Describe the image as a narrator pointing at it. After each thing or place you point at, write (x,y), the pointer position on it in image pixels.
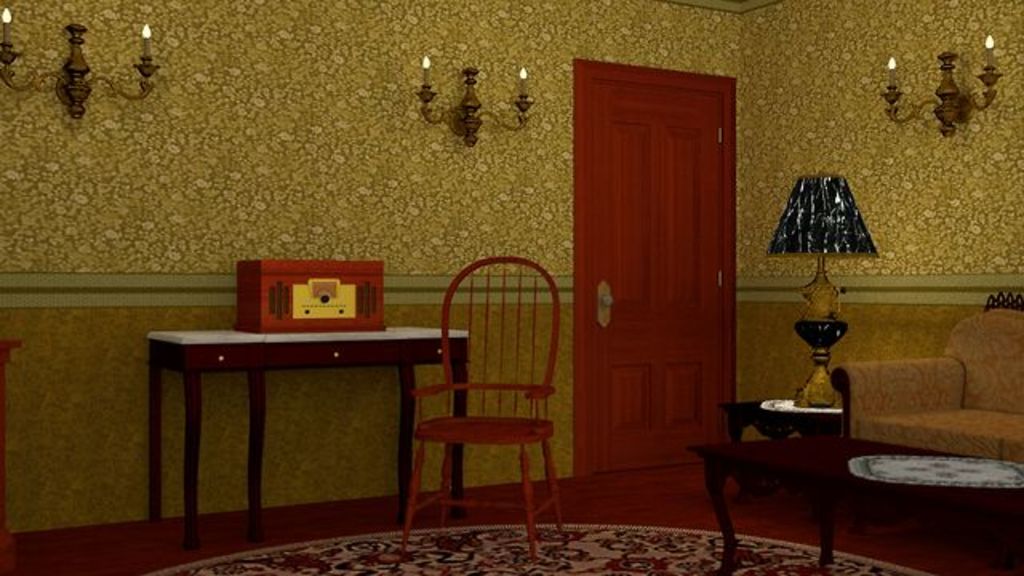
In this image there is the chair (519,419), there is a table (833,477) truncated towards the right of the image (910,485), there is a couch (998,363) truncated towards the right of the image (980,343), there is a lamp (804,226) on the table (774,422), there is an object (290,313) on the table (382,350), there is a mat (389,536) truncated towards the bottom of the image (496,555), there is the door (657,228), there is wall (292,120) truncated towards the top of the image (350,46), there is wall (918,155) truncated towards the right of the image (961,224), there is wall (23,169) truncated towards the left of the image (57,197), there are objects (983,74) on the wall (105,95), there is an object (0,402) truncated towards the left of the image (0,380).
